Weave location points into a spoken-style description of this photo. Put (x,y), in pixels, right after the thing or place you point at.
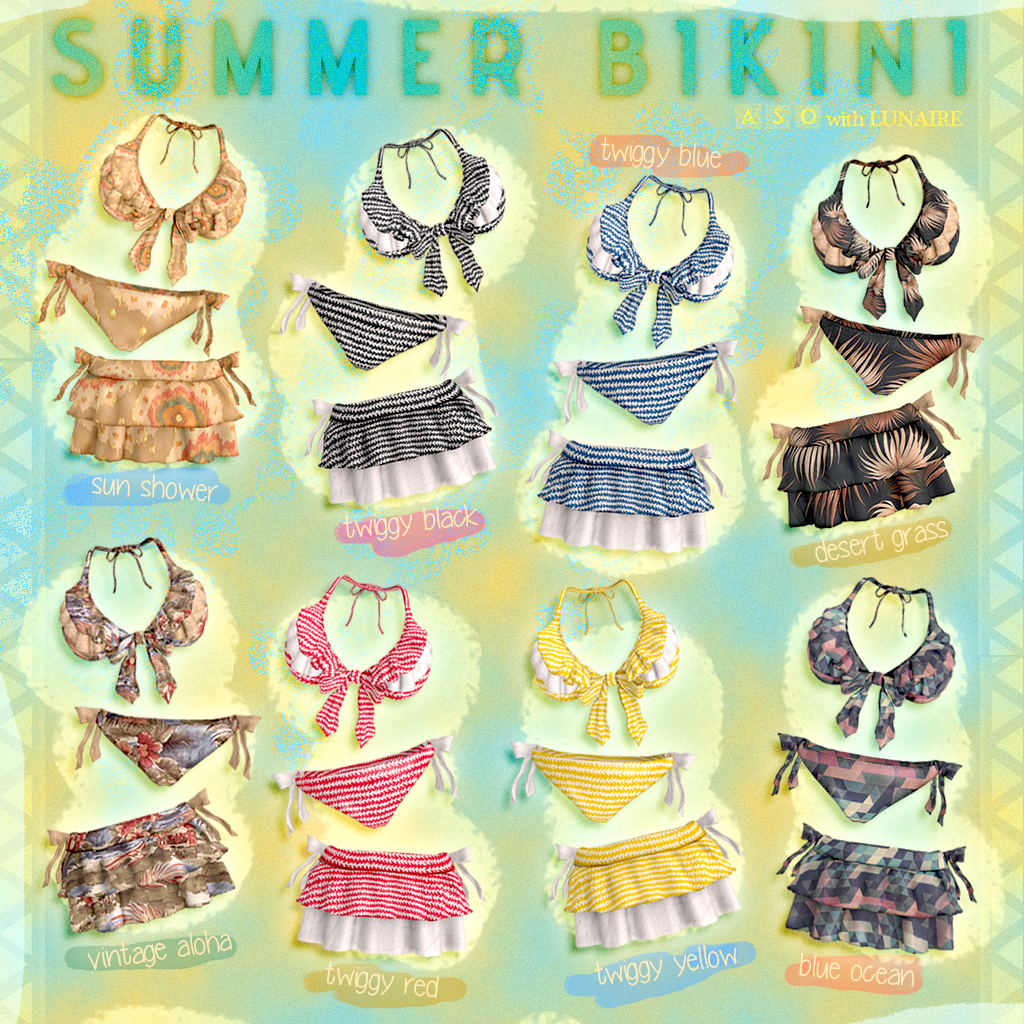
In the image there are bras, panties (655,369) and skirts (945,913) with a text (515,45) above it, this is a graphic image.
